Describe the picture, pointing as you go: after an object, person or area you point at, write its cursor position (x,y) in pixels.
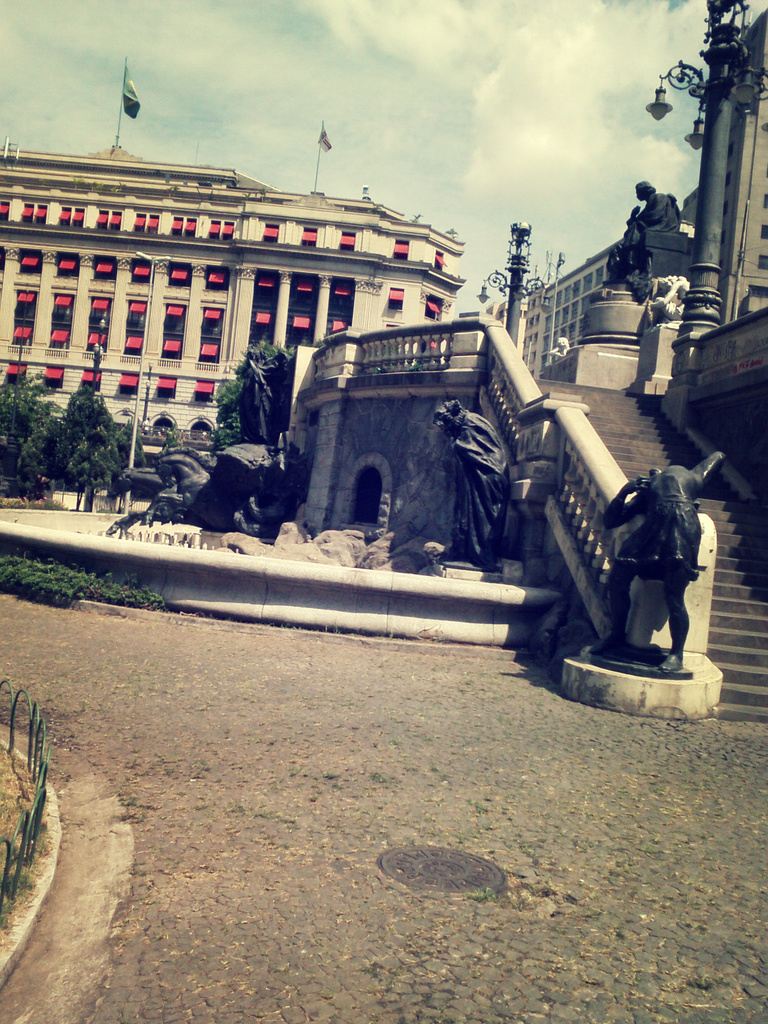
In this image, we can see some sculptures (482,460) and steps (651,445). There are flags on the building (161,237) which is in the middle of the image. There are some trees (124,436) on the left side of the image (36,420). There is a pole (707,194) in the top right of the image (697,185). There is a sky (462,90) at the top of the image (462,90).
